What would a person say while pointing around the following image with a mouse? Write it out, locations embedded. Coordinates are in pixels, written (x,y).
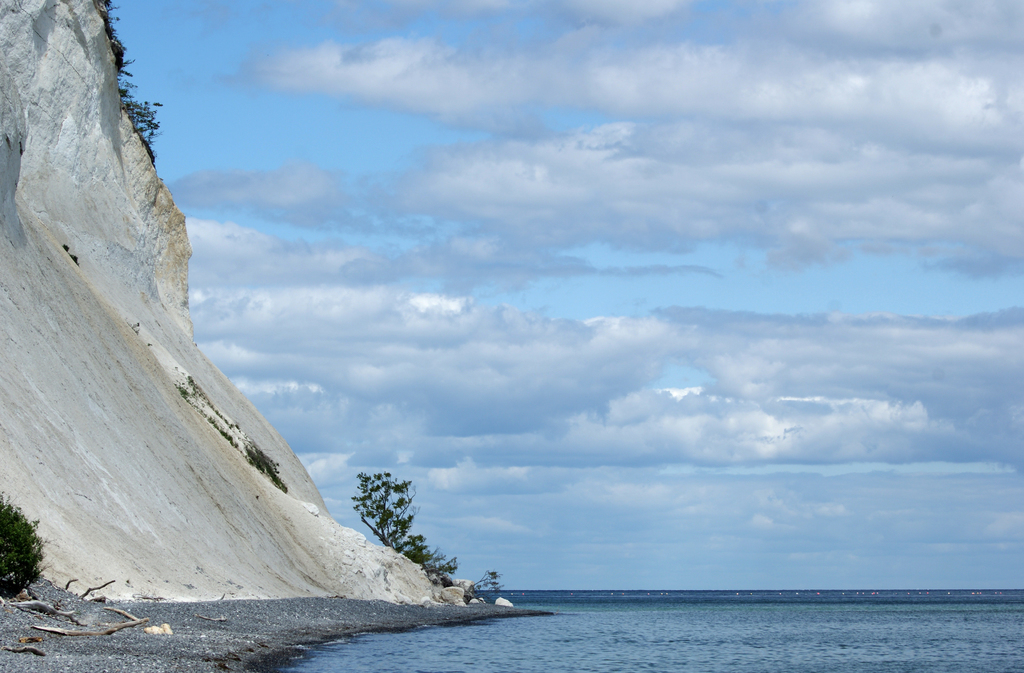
In this picture we can see the clouds (849,437) in the sky (753,355) and we can see the sea (768,631). On the left side of the picture (200,474) we can see the hill (211,451) and plants (21,531). We can see the branches (18,602).
